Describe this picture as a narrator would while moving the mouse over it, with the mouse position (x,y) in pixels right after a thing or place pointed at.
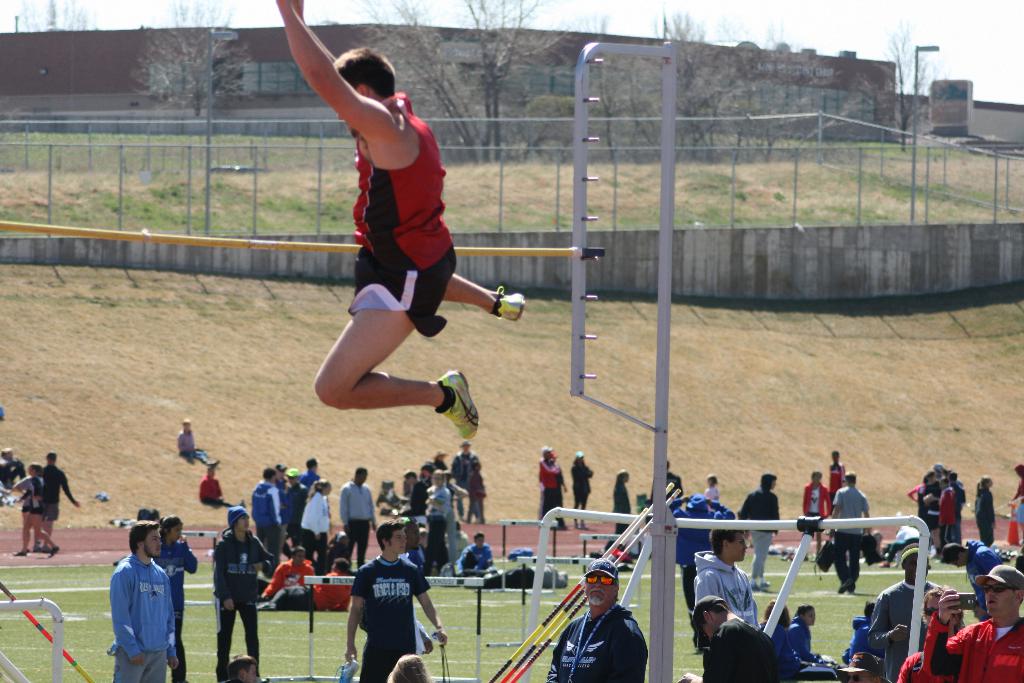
In this image there is a person (385,318) in the air, below this person (406,391) there are a few people (706,604) standing on the ground (450,613) and there are few equipments (543,251). In the background (220,193) there is a net fence (506,195), trees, building (86,44) and a sky (70,10).
